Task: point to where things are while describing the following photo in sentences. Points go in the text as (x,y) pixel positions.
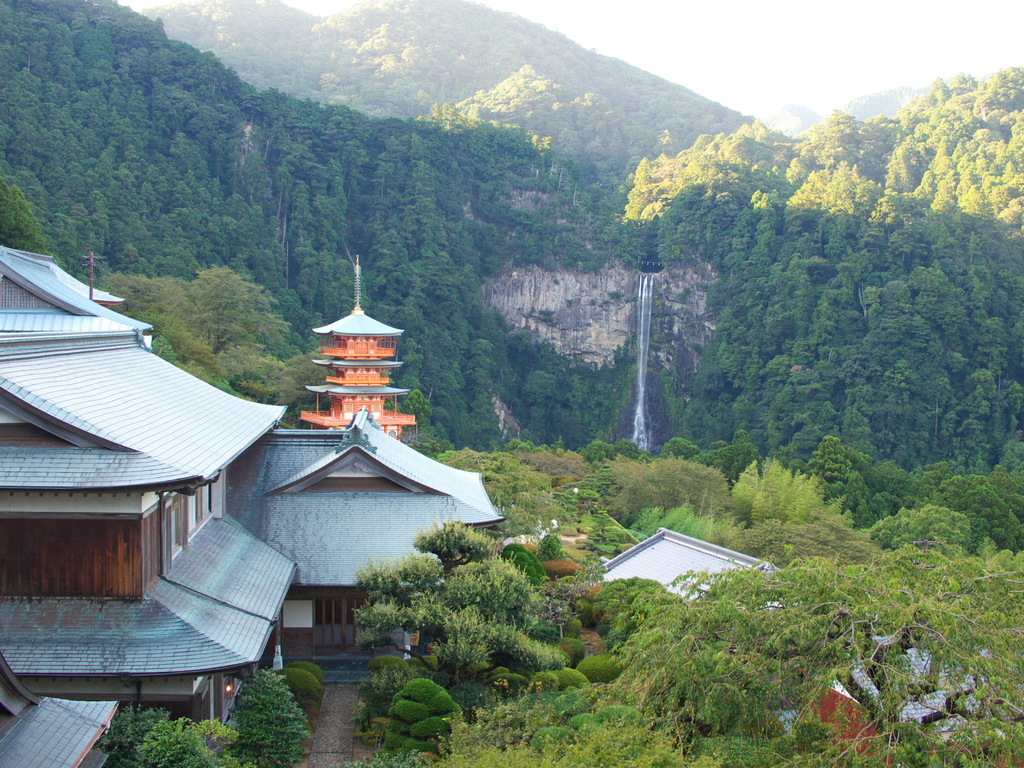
In this image there is a building (349,532), On the top of the building (169,392) there is a roof (205,474). And at the back side (608,168) there is a mountain (387,172), On the mountain (372,246) there are trees (319,19). And at the top (727,25) there is a sky (636,1).
